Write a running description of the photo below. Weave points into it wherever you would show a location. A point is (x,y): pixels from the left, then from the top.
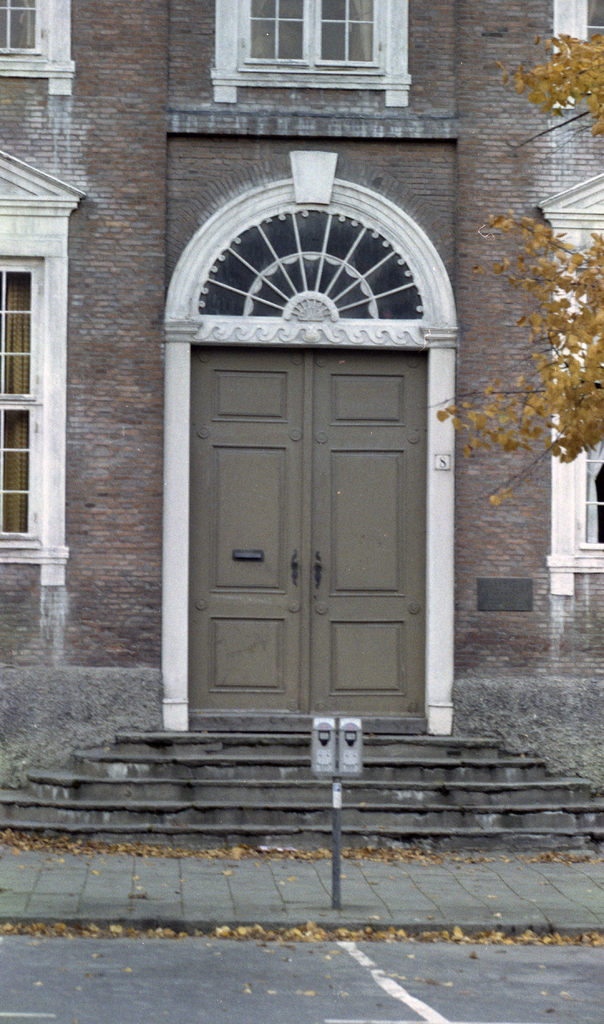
In the picture I can see a building (307,668) which has windows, doors (338,707), a tree (591,286) and some other objects (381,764).
